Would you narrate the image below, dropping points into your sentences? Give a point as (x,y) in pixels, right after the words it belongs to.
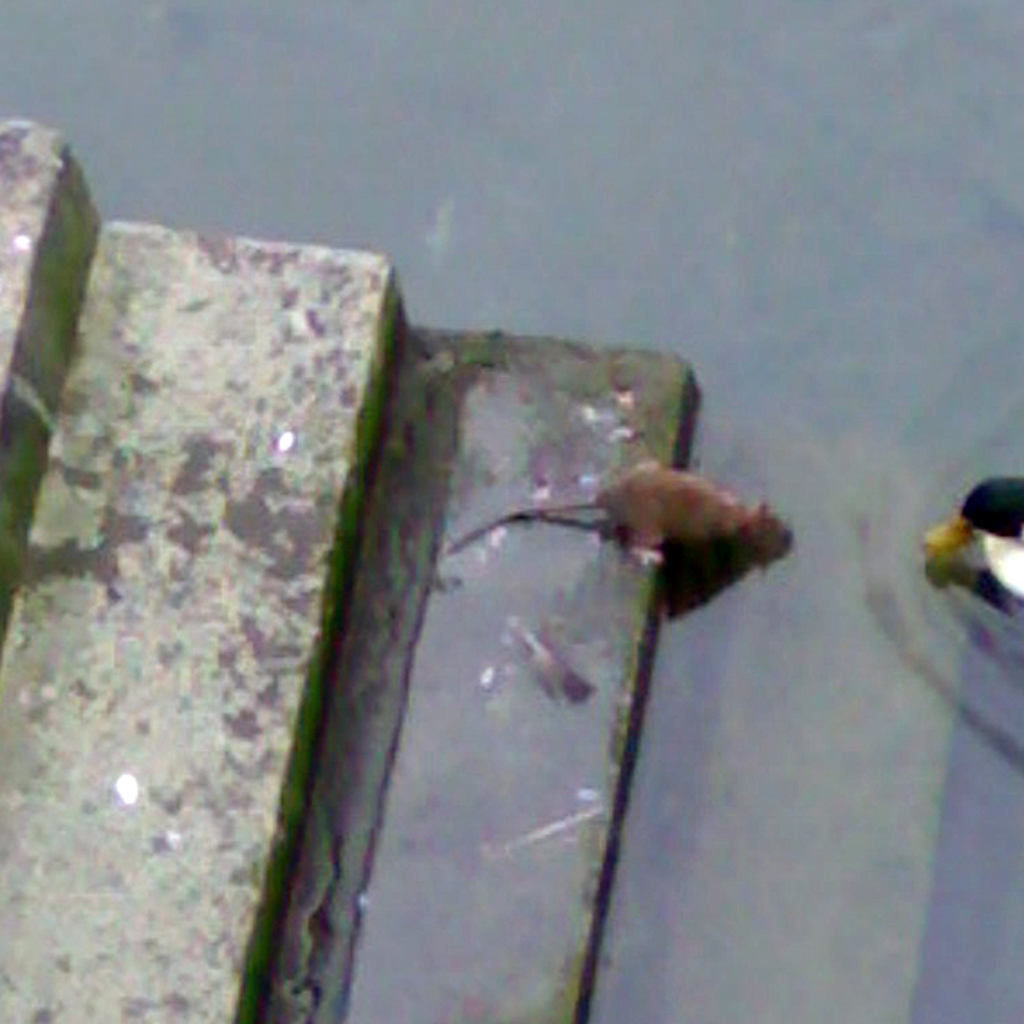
In the image we can see a rat (637,510) and an object (1005,549). There are stairs (508,709) and the water (630,265).
